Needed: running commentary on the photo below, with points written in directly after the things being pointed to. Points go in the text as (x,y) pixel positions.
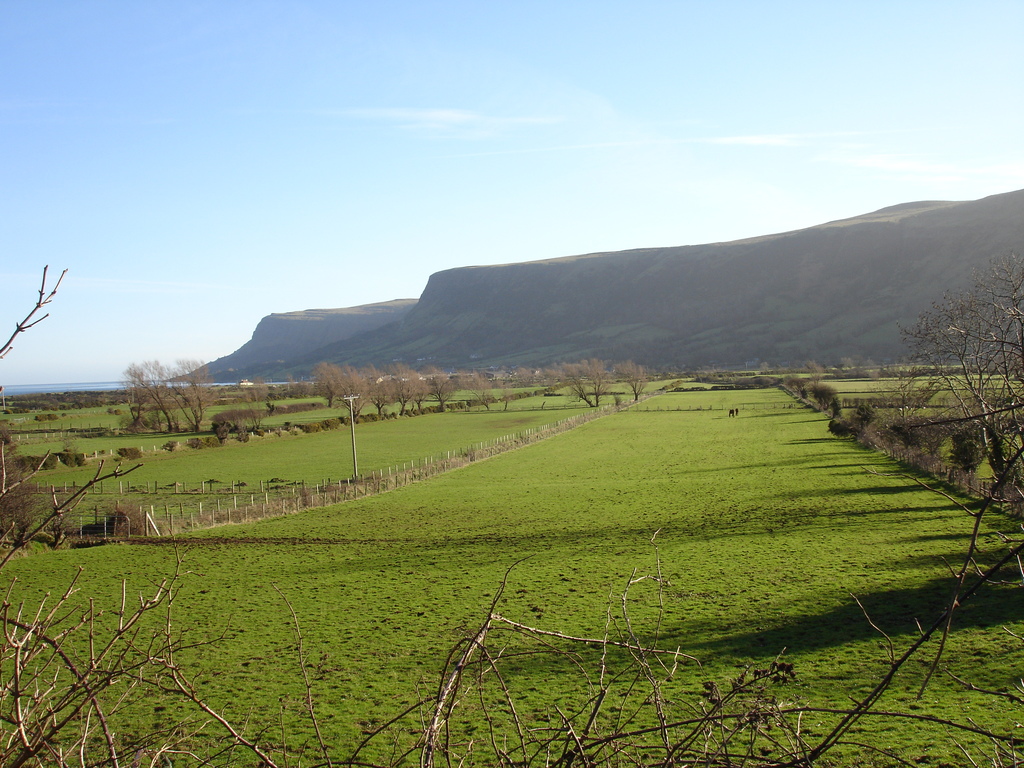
At the bottom of the image (23,657) there are branches (90,689). Behind them on the ground (180,512) there is grass (390,640) and there are trees (1000,458) and fencing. In the background (568,358) there are hills (325,340). At the top of the image (546,129) there is sky (684,138).
